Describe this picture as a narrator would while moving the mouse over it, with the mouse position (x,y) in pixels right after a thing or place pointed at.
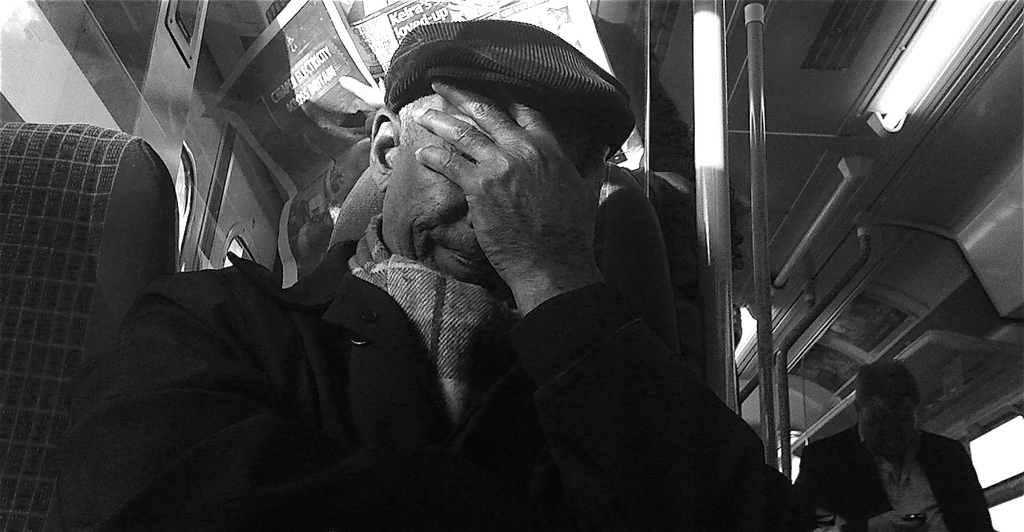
This is a black and white image. This is clicked in a train (66,141). There is a person (364,299) in the middle (478,283). There are lights (905,84) at the top (936,51).
